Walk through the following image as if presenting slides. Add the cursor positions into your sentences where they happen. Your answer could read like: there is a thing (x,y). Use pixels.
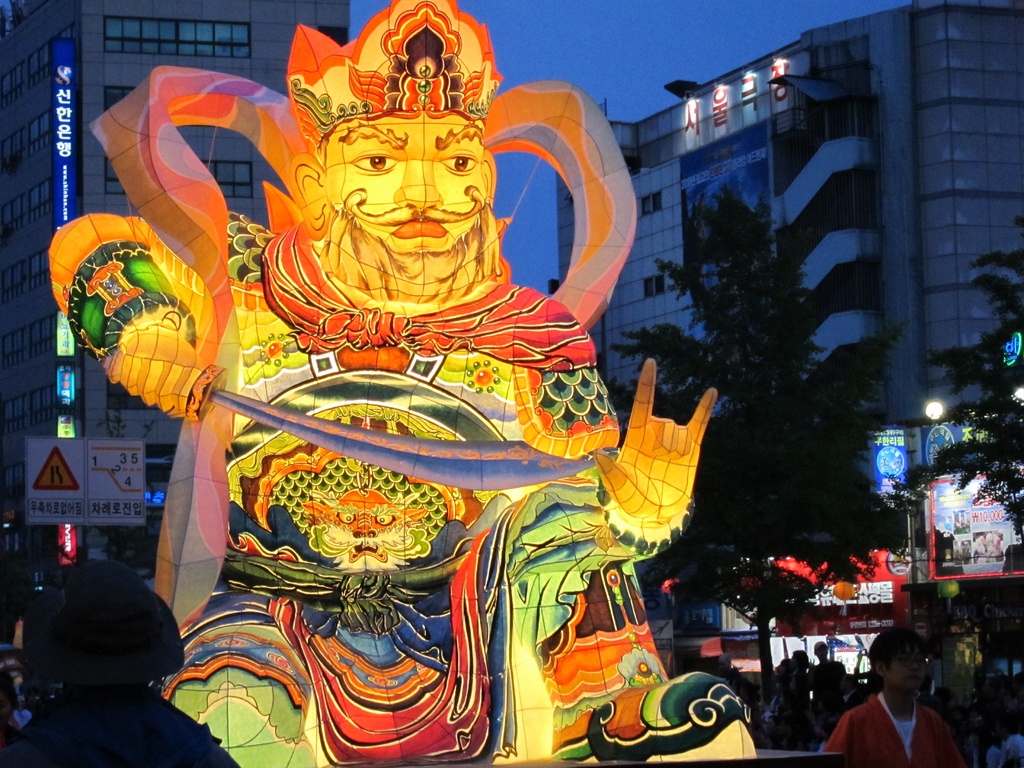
In the center of the image (570,449) there is a statue (356,710). At the bottom of the image (795,724) we can see persons (222,762). In the background (37,172) we can see buildings (18,150), persons (774,741), vehicles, trees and sky (685,44).
